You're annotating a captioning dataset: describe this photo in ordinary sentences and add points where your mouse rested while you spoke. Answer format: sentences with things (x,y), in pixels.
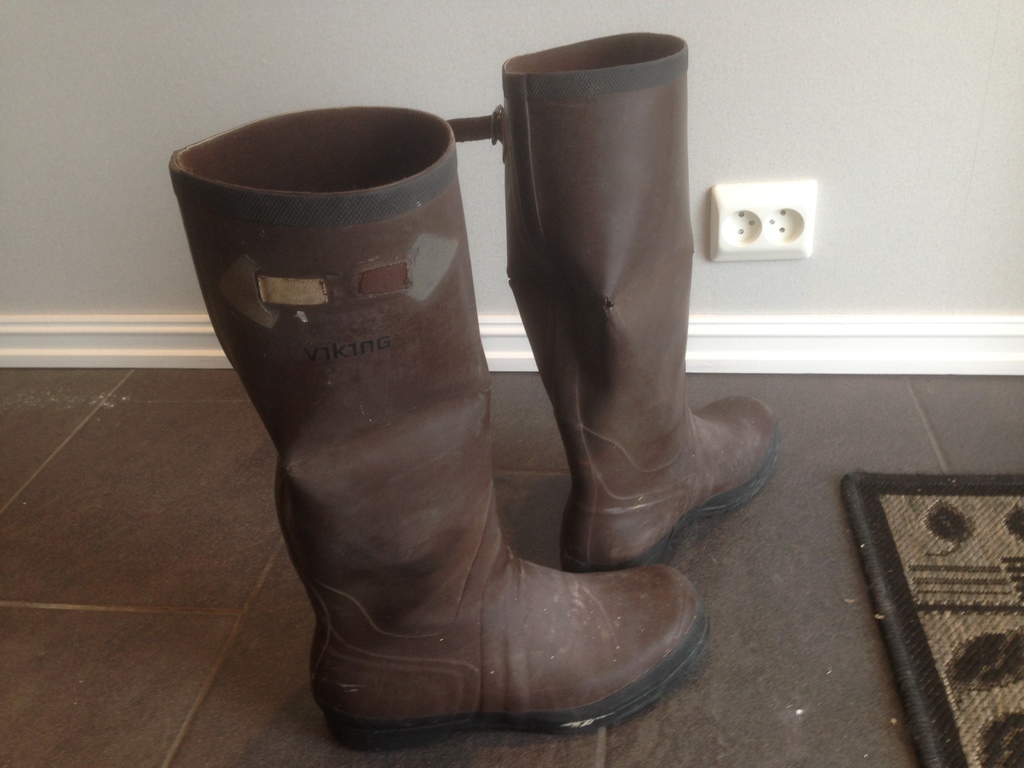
In this image we can see riding boots (616,400), it is in brown color, here is the wall (202,128).
